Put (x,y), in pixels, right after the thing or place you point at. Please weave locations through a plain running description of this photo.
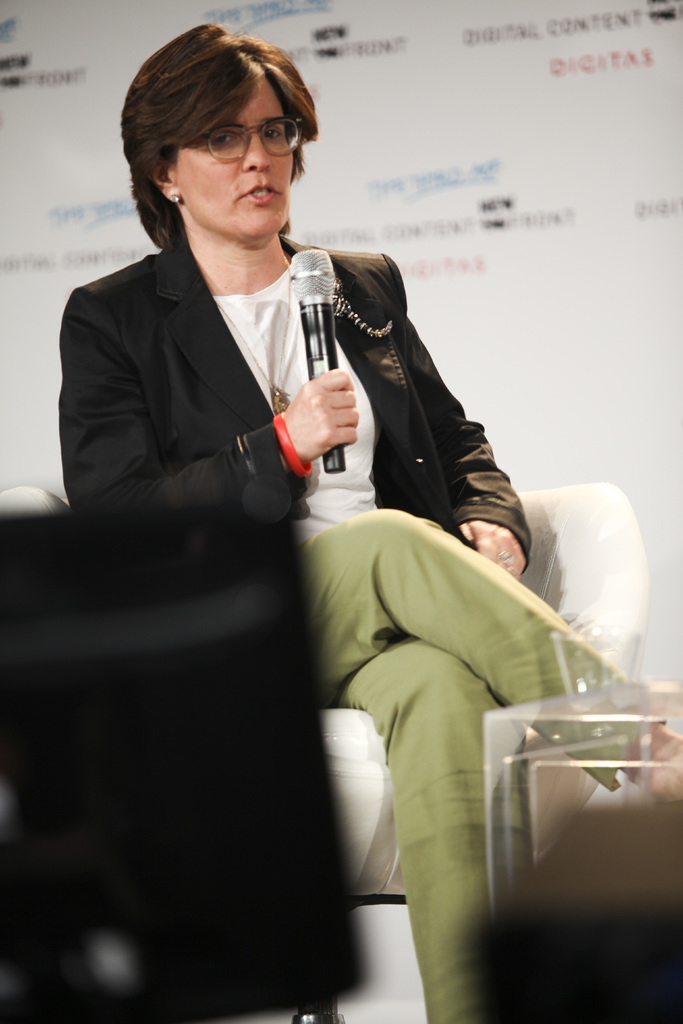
In the image there is a woman (167,442) in black suit (143,306) talking on mic (308,254), she is sitting on white chair (618,589) and behind her there is a white banner (104,128).
